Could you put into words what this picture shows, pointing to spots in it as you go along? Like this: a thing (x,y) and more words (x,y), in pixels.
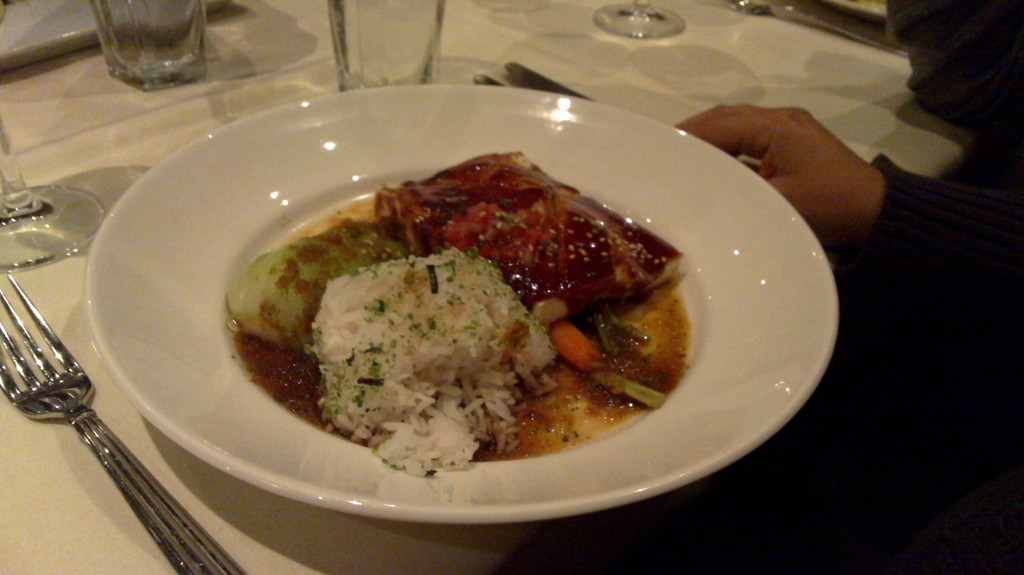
In this image we can see a plate (553,481) containing food (637,225), group of fork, spoons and some glasses (1,229) are placed on the table (740,33). On the right side of the image (882,211) we can see the hand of a person (946,282).
